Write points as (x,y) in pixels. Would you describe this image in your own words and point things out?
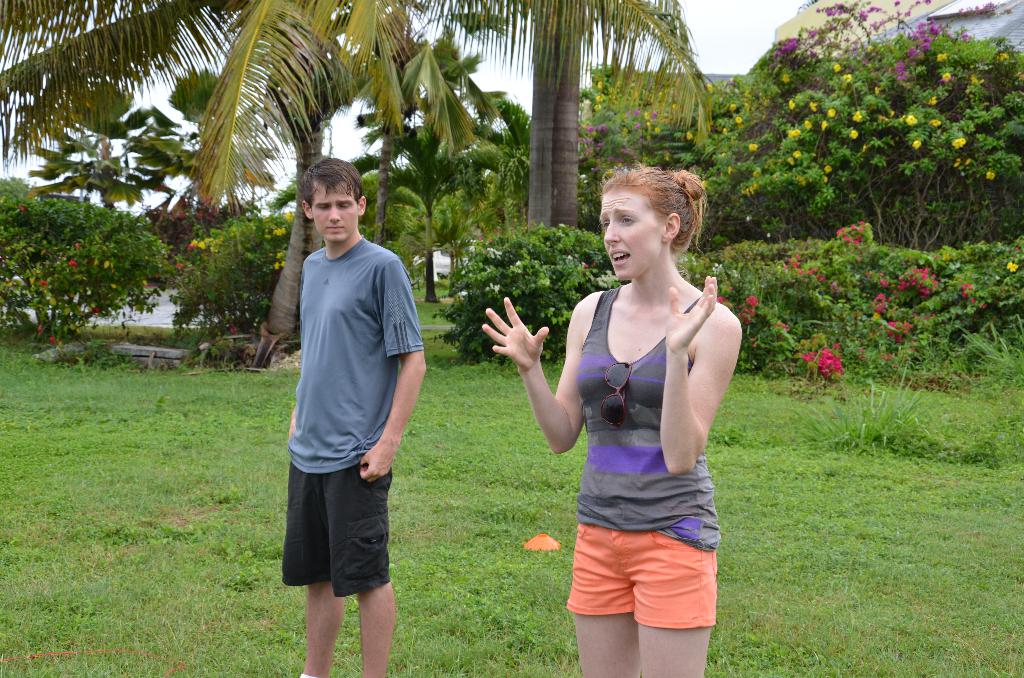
In this picture we can see a man (314,294) and a woman (681,223) standing on the grass (162,603) and at the back of them we can see flowers (817,276), trees (444,212) and some objects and in the background (728,35) we can see the sky (698,40).
